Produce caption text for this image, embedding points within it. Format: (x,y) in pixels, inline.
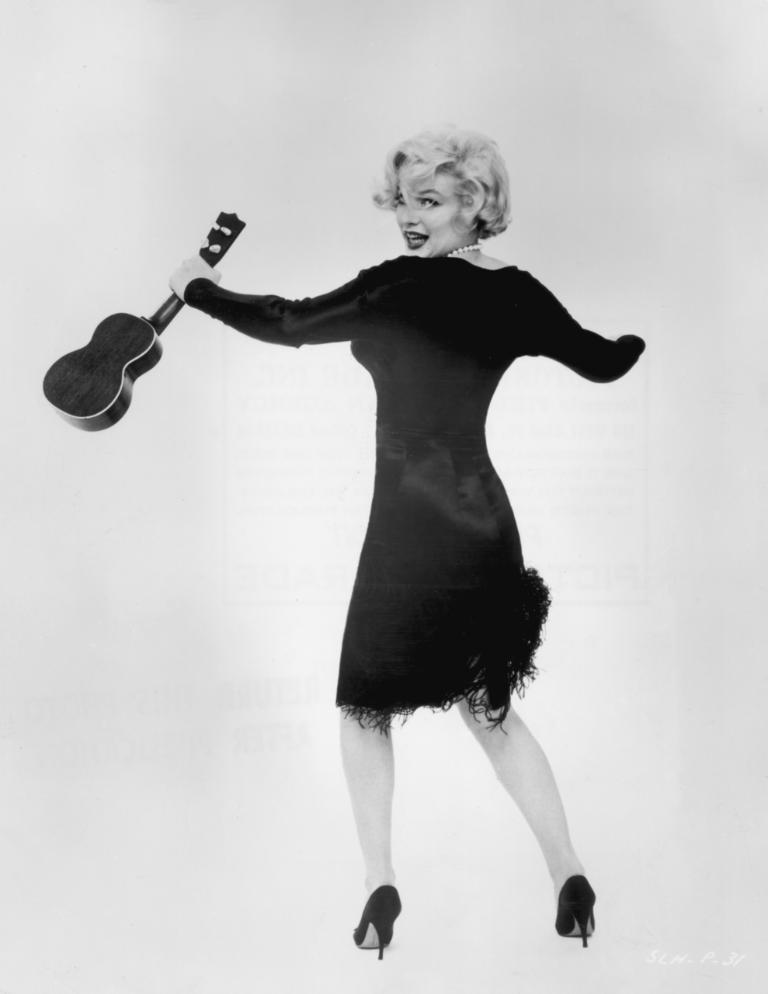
there is a woman (456,524) wearing a black dress (441,458), holding a black color guitar (98,361) in her hand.
